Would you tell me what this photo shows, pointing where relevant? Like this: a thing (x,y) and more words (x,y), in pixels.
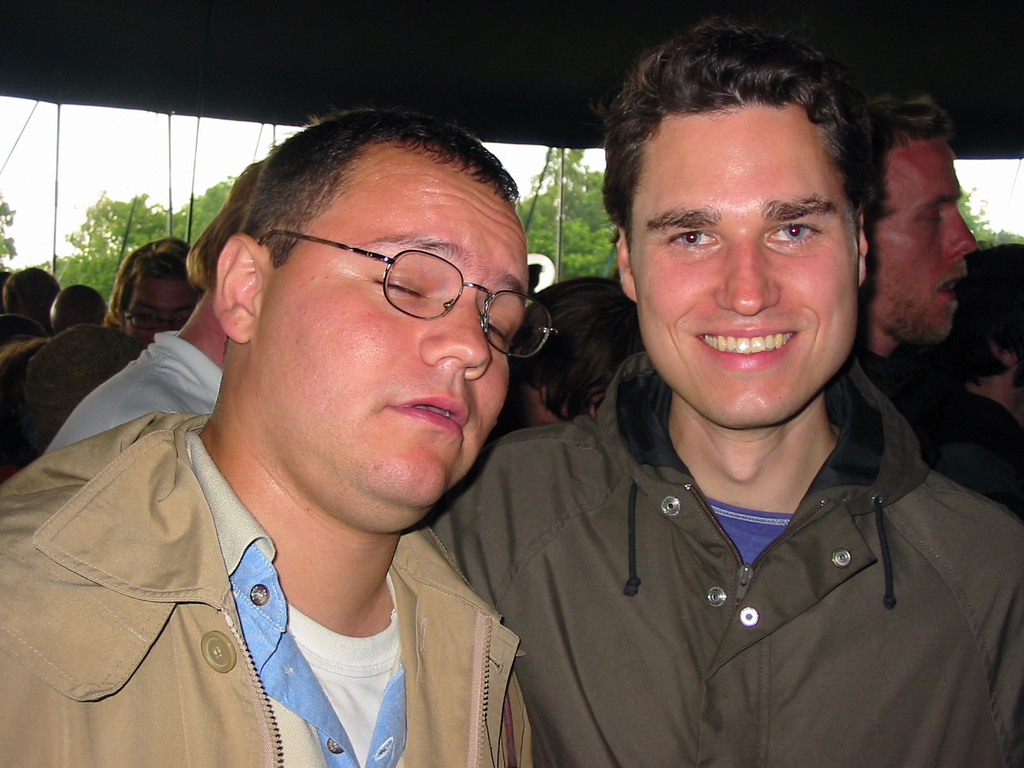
In this picture, we can see a few people (498,219), poles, trees (210,200), roof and the sky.
